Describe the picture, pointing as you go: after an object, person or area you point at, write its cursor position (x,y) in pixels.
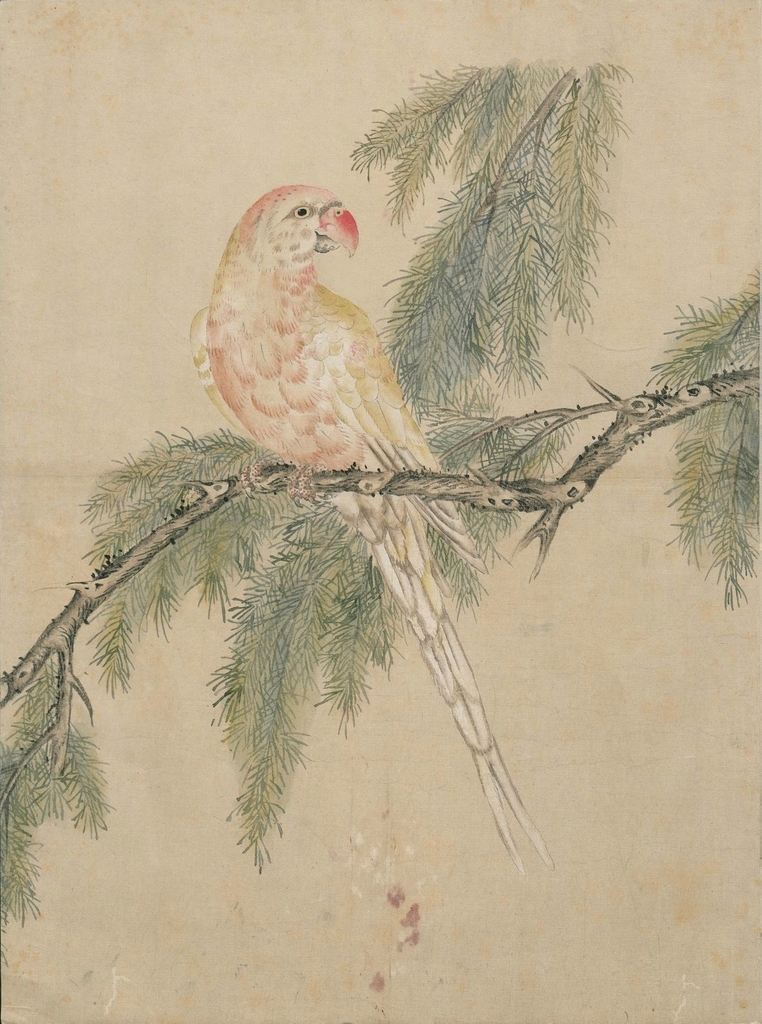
We can see painting (403,530) of a bird (365,426) on branch (368,485), leaves (588,211) and stems (542,437). In the background (110,378) it is cream color.
